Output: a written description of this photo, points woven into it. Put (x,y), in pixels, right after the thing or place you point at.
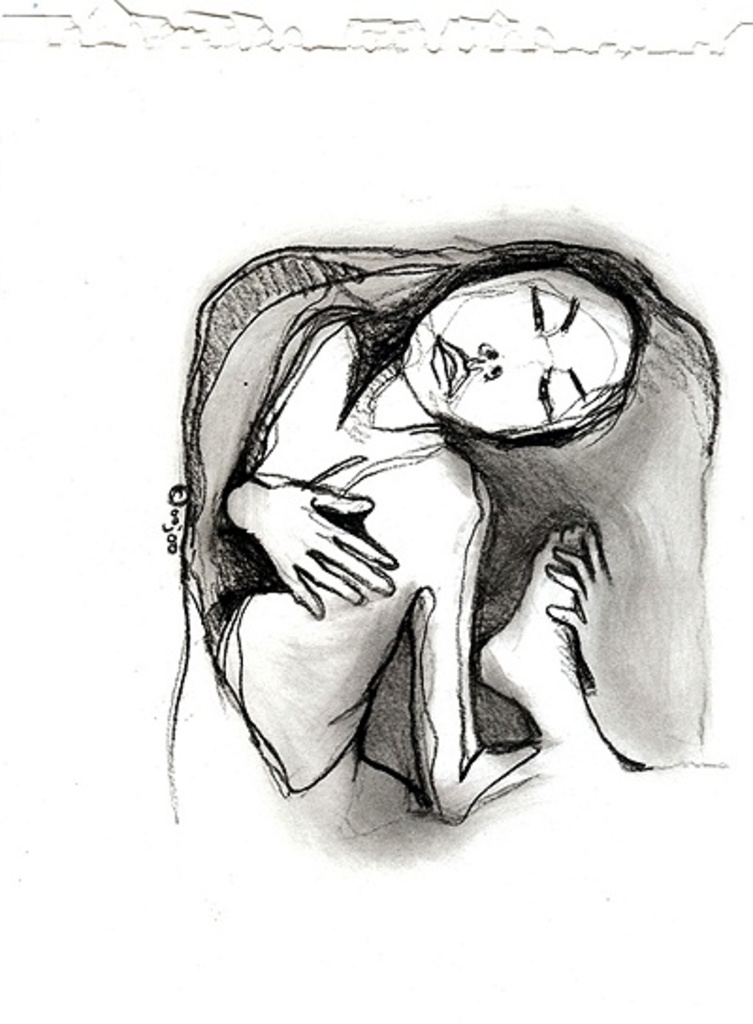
This image is drawing of a woman (458,663) and the background (10,555) is white.
